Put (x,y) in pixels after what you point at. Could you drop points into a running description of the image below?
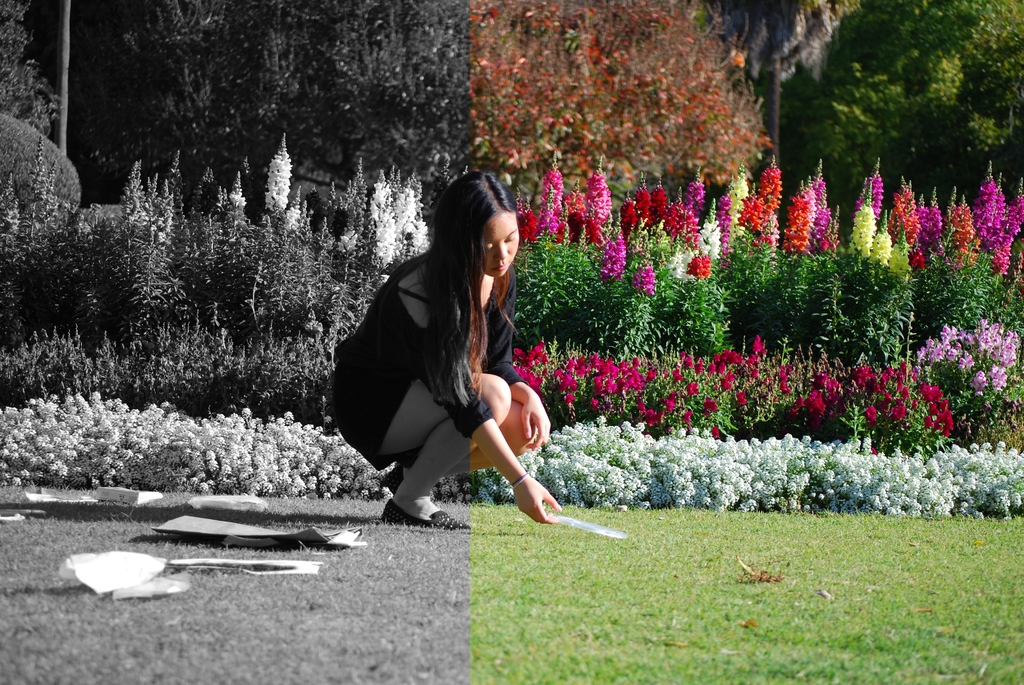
In this image we can edit the picture. In the center of the image (472,333) we can see a woman (468,310) on the grass field (405,533). On the left side of the image (320,540) we can see some papers (260,571) and file (273,540) on the ground (283,557), we can also see some flowers (647,363) and plants (717,382) and a group of trees (944,79).
